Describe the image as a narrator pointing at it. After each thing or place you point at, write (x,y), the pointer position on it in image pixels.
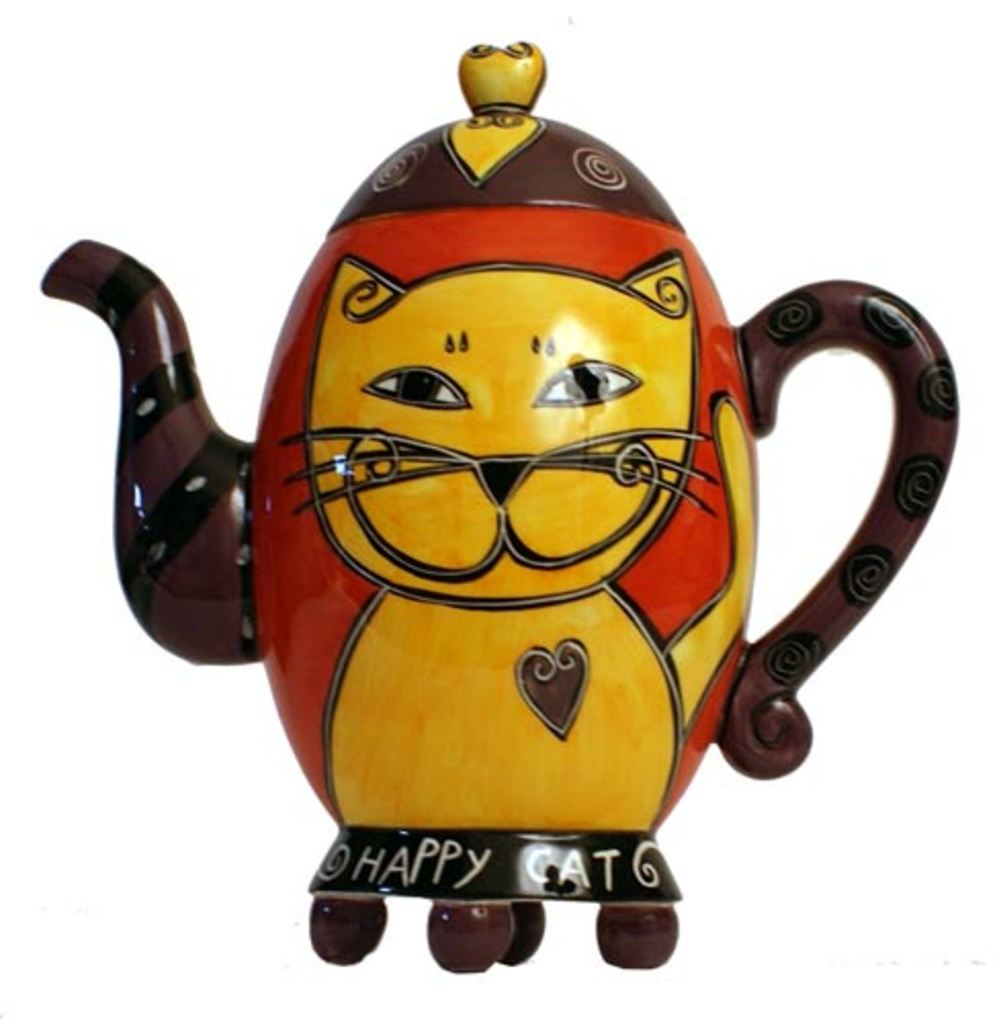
This is a kettle (575,527).
